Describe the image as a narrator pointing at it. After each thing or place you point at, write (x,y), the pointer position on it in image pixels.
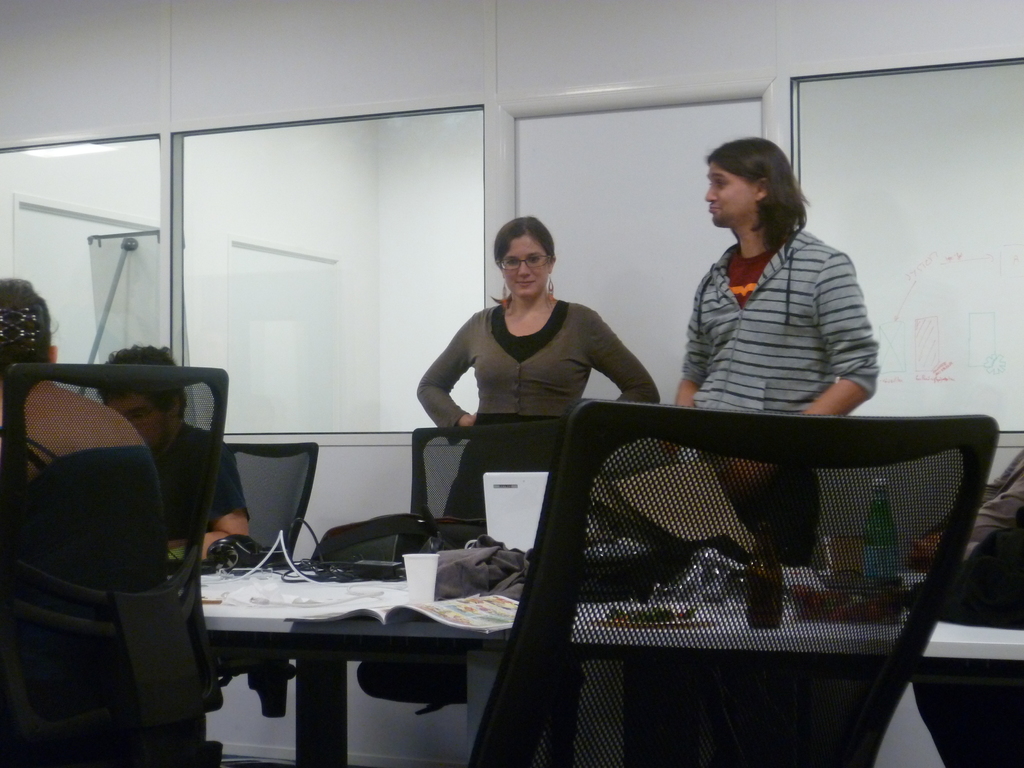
In this image I can see number of people (473,343) where two of them are standing and rest all are sitting. Here on this table (236,618) I can see few bottles (884,500) and few books (415,606).
